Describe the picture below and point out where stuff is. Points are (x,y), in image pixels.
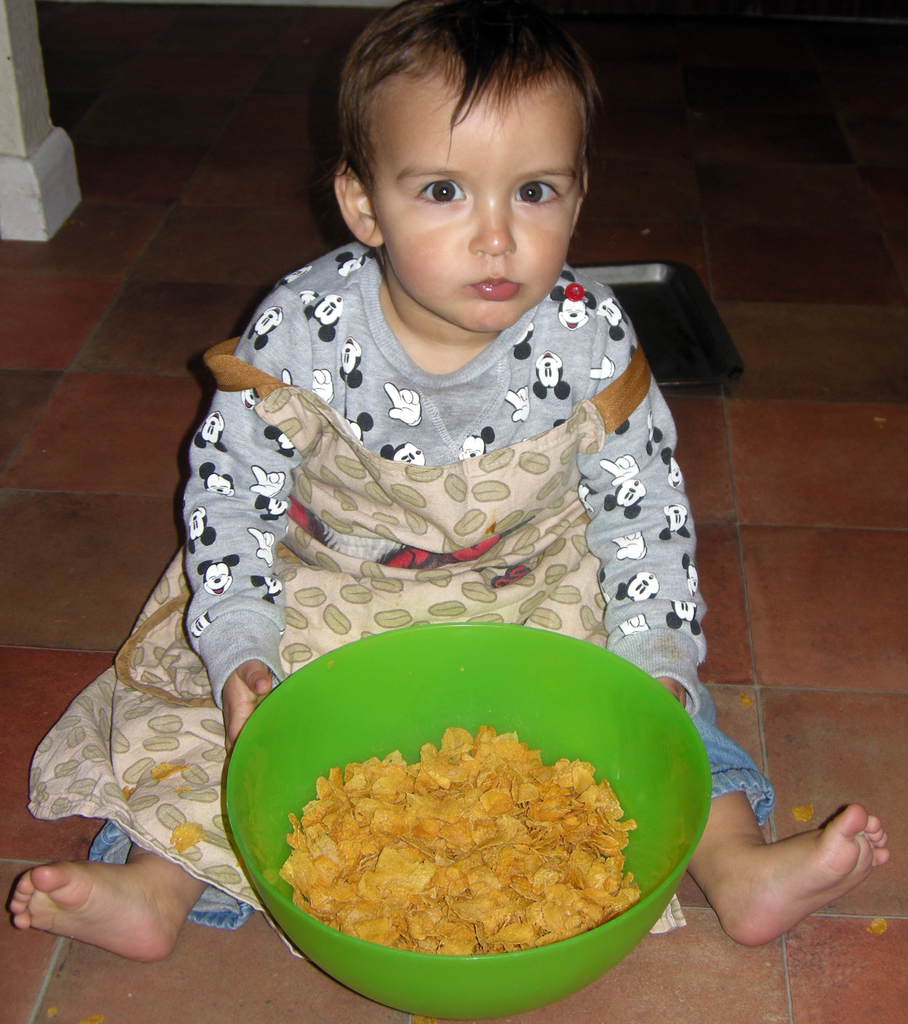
In the center of the image (460,475) we can see one kid (573,472) is sitting and holding a bowl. In the bowl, we can see some food item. In the background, we can see a few other objects (9,198).
